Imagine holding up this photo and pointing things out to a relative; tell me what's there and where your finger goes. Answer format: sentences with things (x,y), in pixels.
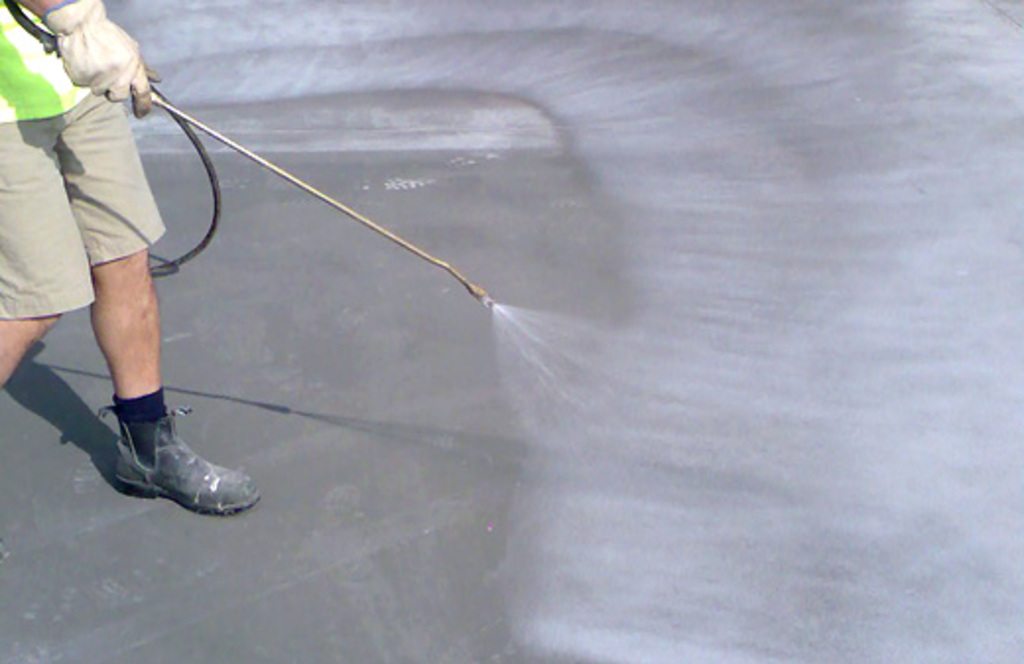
In the picture there is a person (140,310), he is catching and spraying.
